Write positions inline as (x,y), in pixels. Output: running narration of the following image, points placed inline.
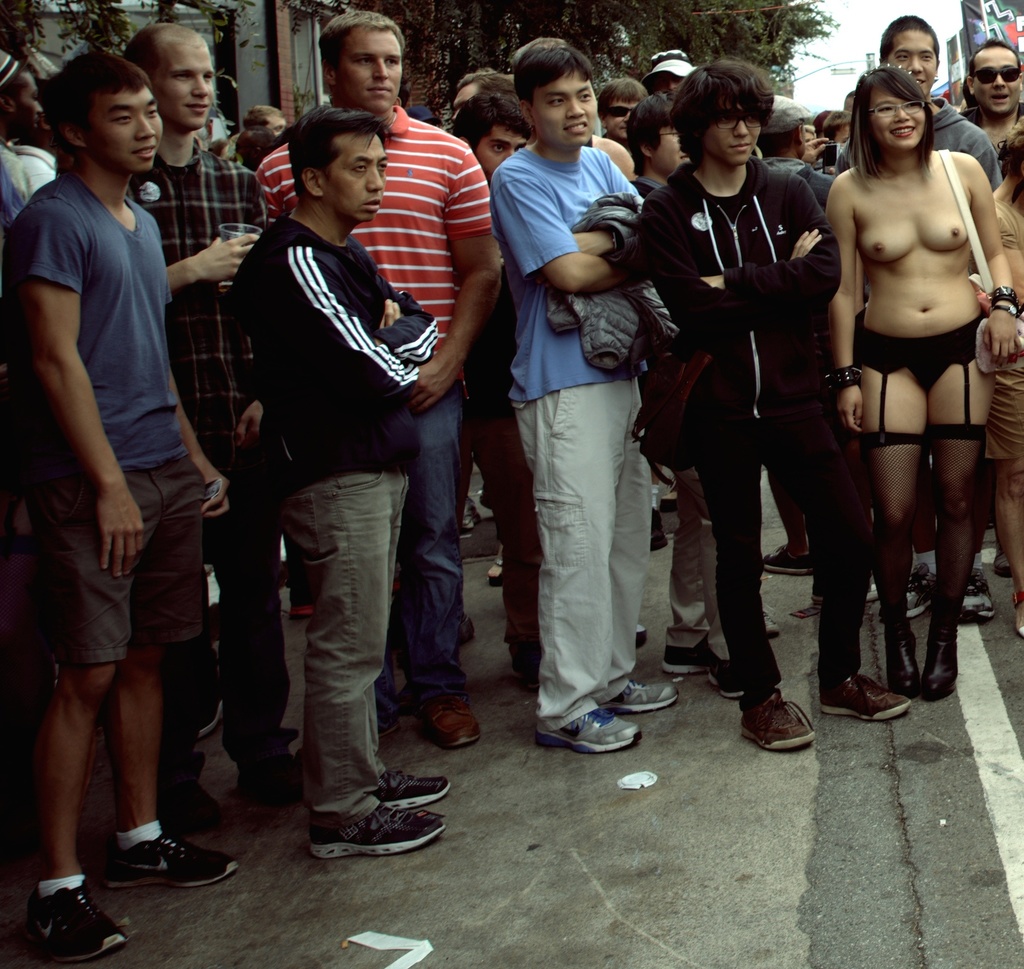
In this picture we can see some people (696,385) standing in the front (329,498) and looking on the right side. Behind there are some trees (458,27). In the front (690,877) bottom side we can see the road (628,872).
